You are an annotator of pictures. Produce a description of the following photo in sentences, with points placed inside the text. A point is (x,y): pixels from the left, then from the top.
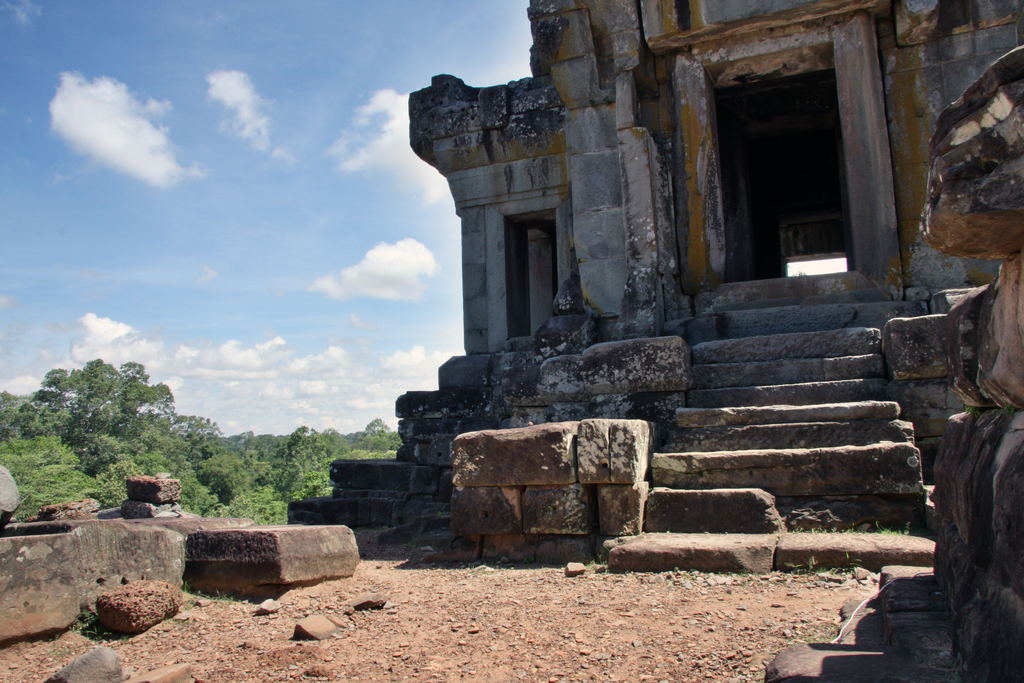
In this image we can see ancient architecture (793,355), stones (468,490) and other objects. In the background of the image (309,483) there are trees (266,490). On the left side (139,206) top of the image (254,120) there is the sky (359,238). At the bottom of the image (542,607) there is the ground (542,607).
